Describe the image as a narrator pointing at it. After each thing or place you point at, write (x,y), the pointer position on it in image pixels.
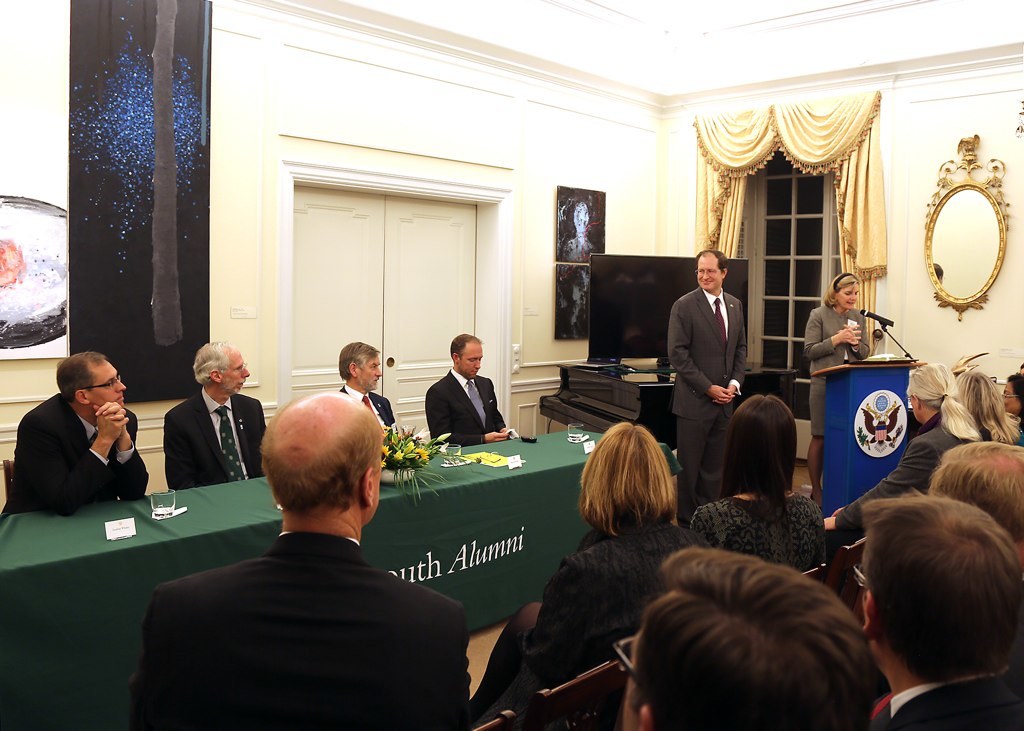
In this image there are a group of people (761,525) who are sitting on the left side (53,438) and right side (712,602) and on the right side (703,498) there are two persons (724,391) who are standing and in front of them there is one podium (857,396). And one mike (880,323) is there and on the top (577,50) there is one ceiling (860,28), and on the right side (952,109) there is wall (953,96) and on that wall (912,126) there is one mirror (938,218). Beside that mirror (940,255) there is one window (771,209) and curtains (783,106) are there and in the center (421,246) there is a wall (259,117) and doors (408,253) are there. Beside that doors (413,265) there is a wall (536,201) on the wall (543,275) there are two photo frames (579,208) and in the center (565,460) there is a long table (533,467) and on the table (155,538) we could see some glasses (572,431) and one flower pot (394,478) and one plant (390,465).
